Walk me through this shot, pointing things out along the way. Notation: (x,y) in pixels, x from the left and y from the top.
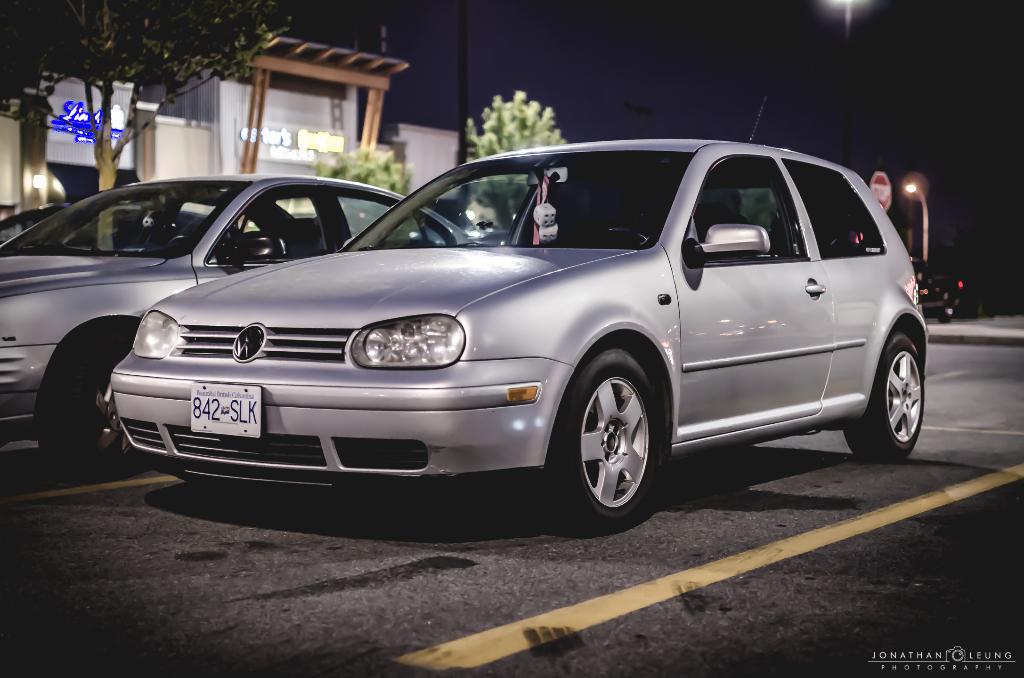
Vehicles (543,309) are on the road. Background (368,134) it is blur. We can see a buildings (304,112), tree (509,109), signboard (883,201) and light pole (922,189).
